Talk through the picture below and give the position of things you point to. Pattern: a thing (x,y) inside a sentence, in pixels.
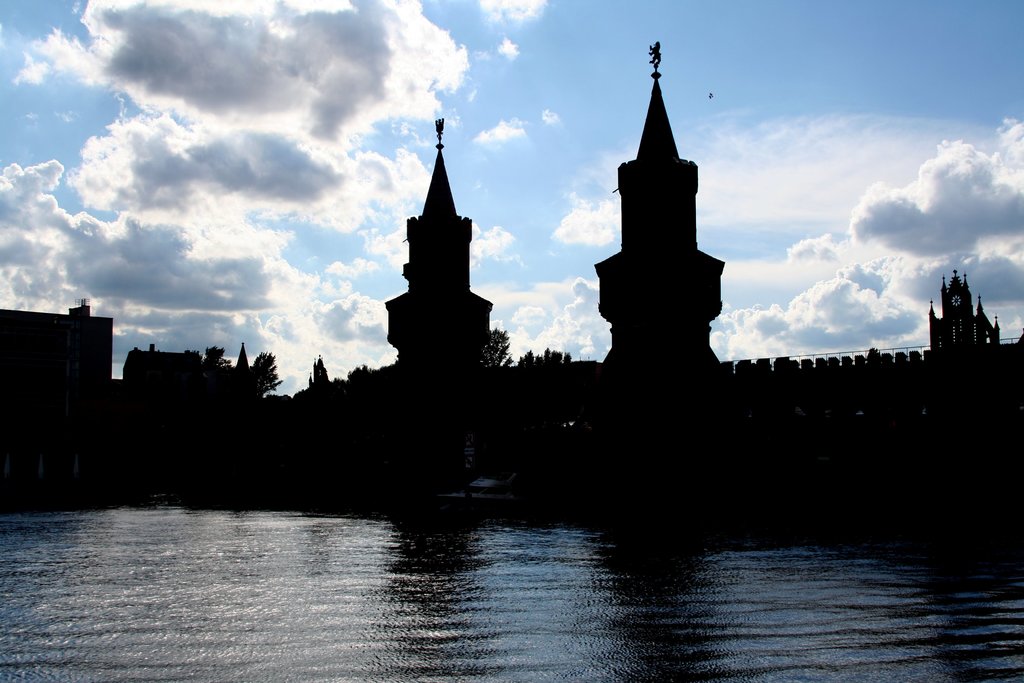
In this image we can see water (480,554), boat (468,495), towers (621,378), trees (263,357) and sky (308,172). Sky (267,215) is cloudy.
